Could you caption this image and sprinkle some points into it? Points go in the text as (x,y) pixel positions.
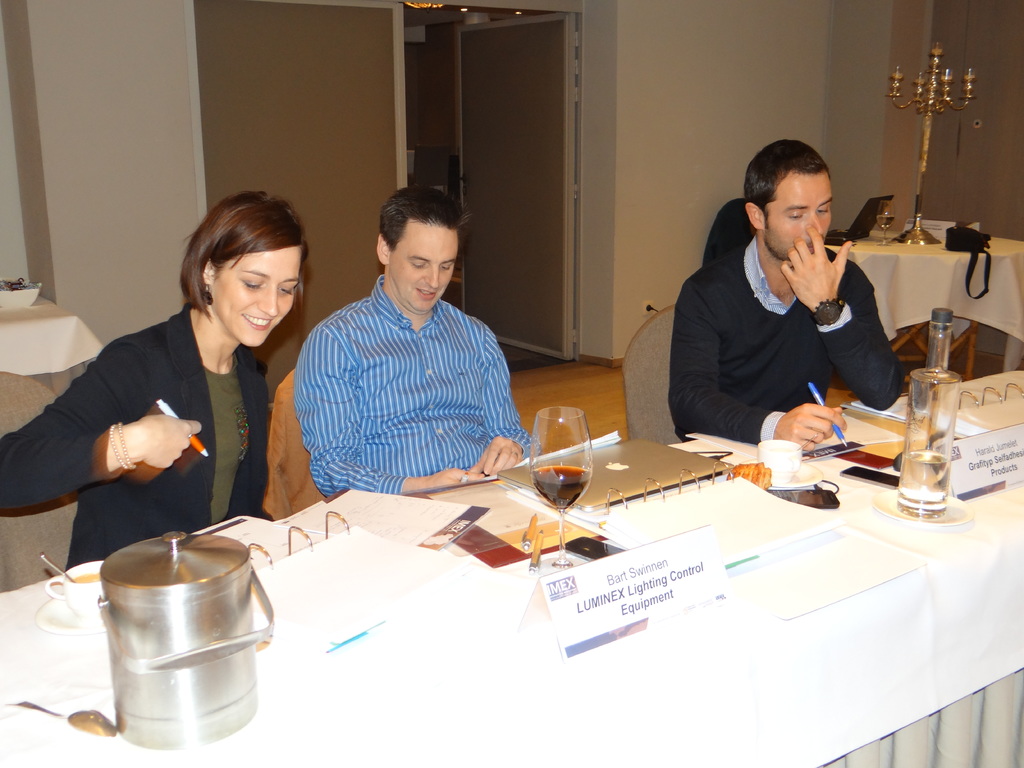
In this image I can see three people (461,356) sitting. And there are tables (744,685), on the tables (752,695) there are laptops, papers (734,571), a container (123,608), name boards (590,578) and some other objects (557,449). Also there are walls (698,74) and a door (400,147).
